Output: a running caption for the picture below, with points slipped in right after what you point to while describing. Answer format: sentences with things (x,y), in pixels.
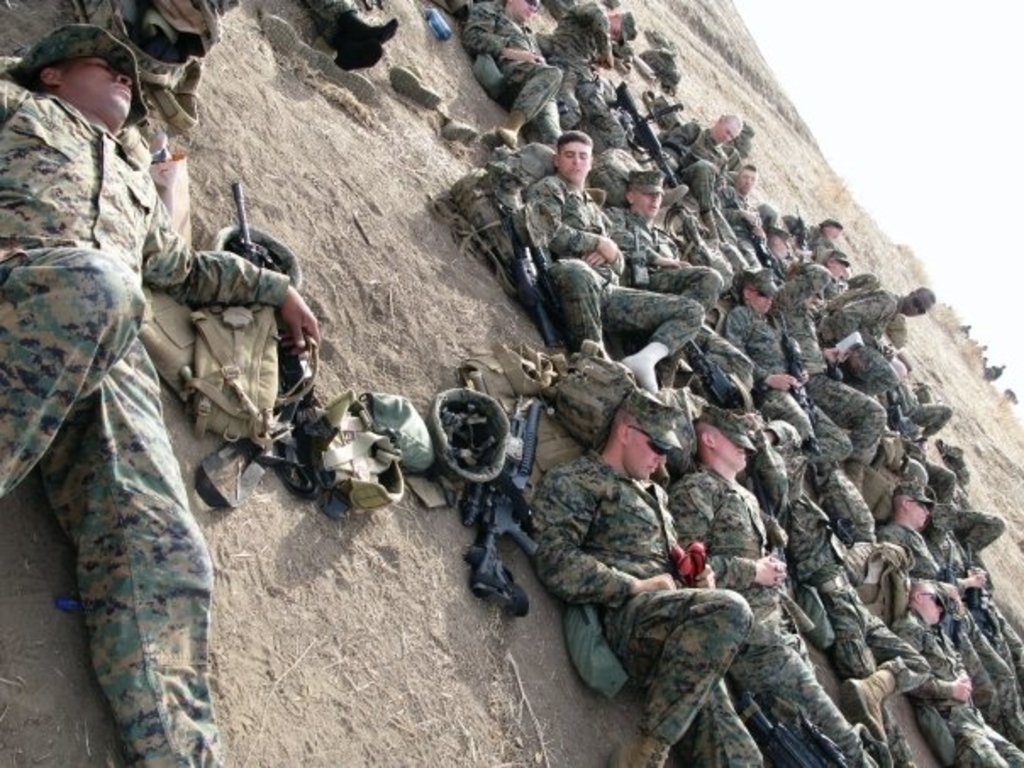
In this picture we can see there is a group of people (677,265) lying on the ground (464,640) and on the ground (220,616) there are guns (313,443), a bottle (435,31) and some objects (471,445). At the top right corner of the image (863,57), there is the sky (875,36).
